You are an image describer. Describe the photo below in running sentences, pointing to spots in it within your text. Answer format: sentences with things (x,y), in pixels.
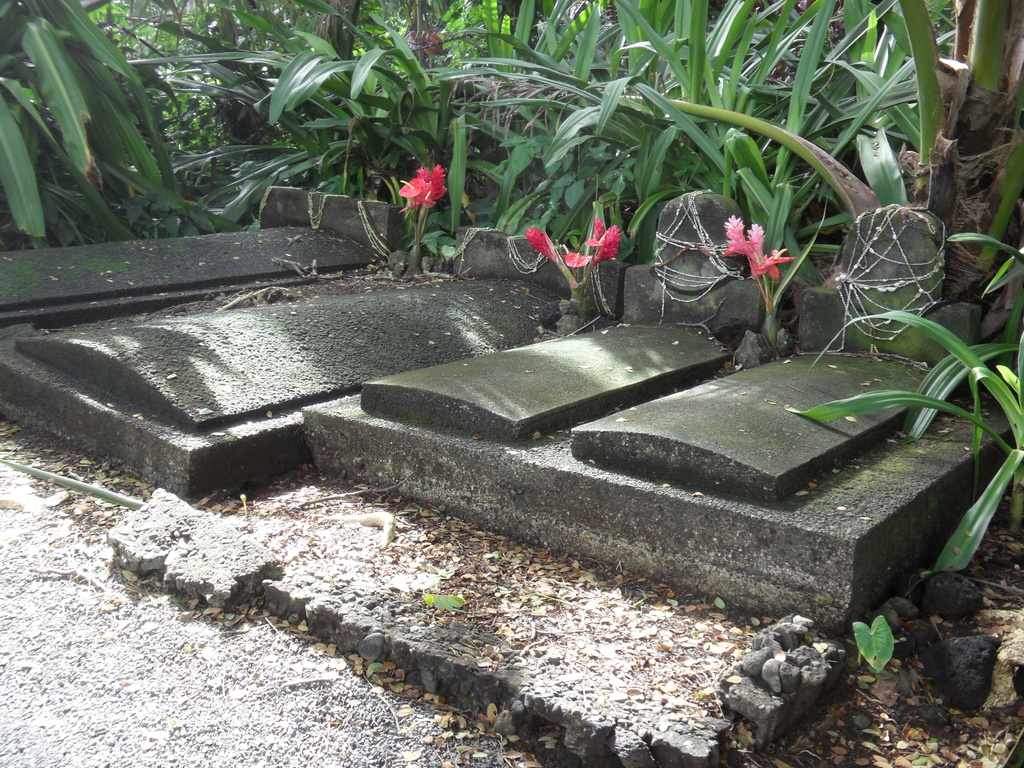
In this image we can see few graves (425,461) around them we can see some plants (258,113) and flowers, and we can find rocks (950,662).
